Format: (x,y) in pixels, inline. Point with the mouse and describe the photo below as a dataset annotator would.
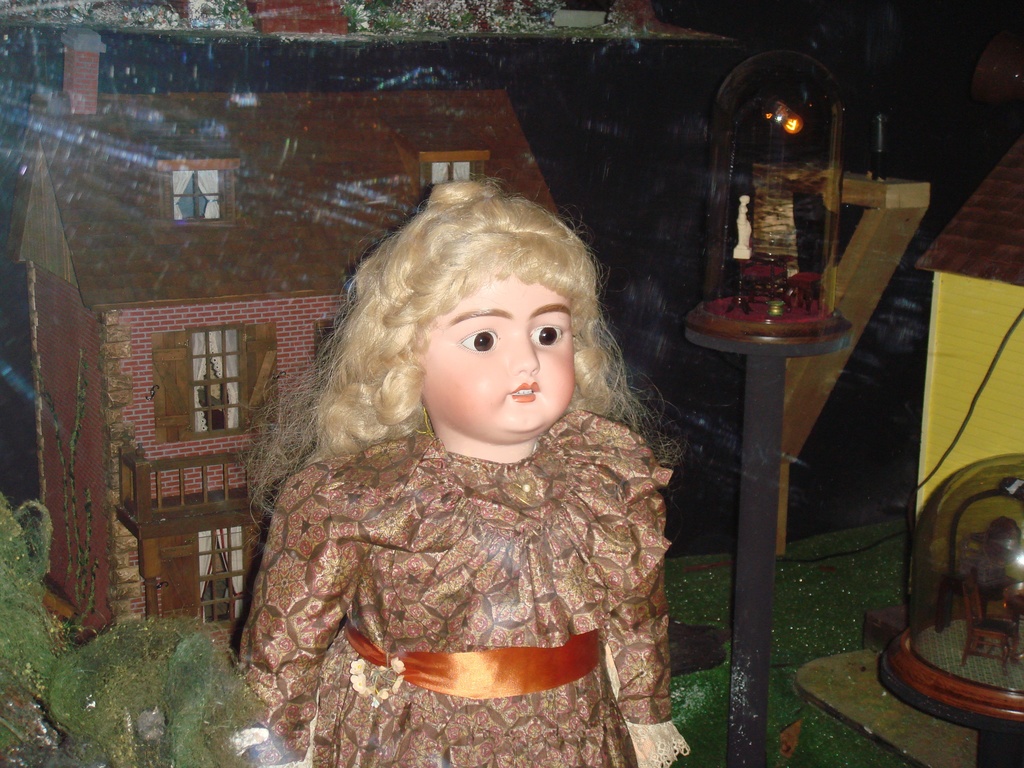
In this picture there is a doll (527,400). On the back (461,156) we can see wooden made building (277,240). On the right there is a light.
